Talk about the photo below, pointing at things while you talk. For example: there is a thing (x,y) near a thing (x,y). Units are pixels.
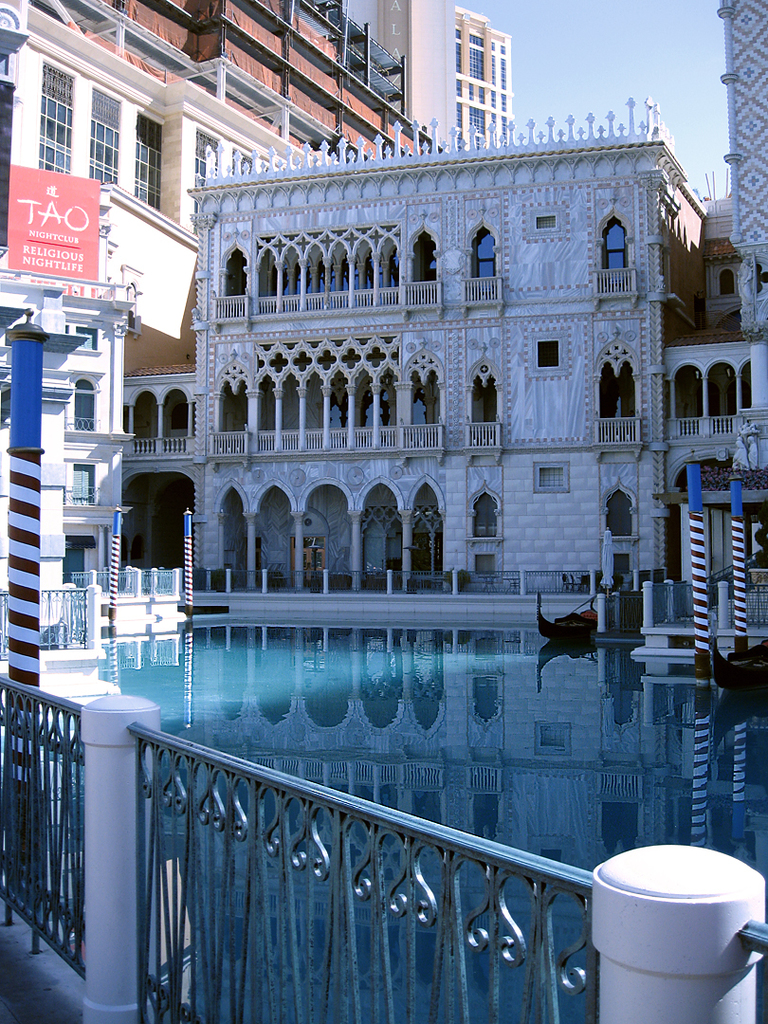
In this picture we can see some fencing (99,955). There are boats (713,681) visible in the water (499,711). We can see the reflections (475,717) of some objects (445,788) in the water (317,695). There are poles (39,521), some text (77,204) on a board (37,240) and a few buildings (225,117) visible in the background (539,133). Sky (546,83) is blue in color.
